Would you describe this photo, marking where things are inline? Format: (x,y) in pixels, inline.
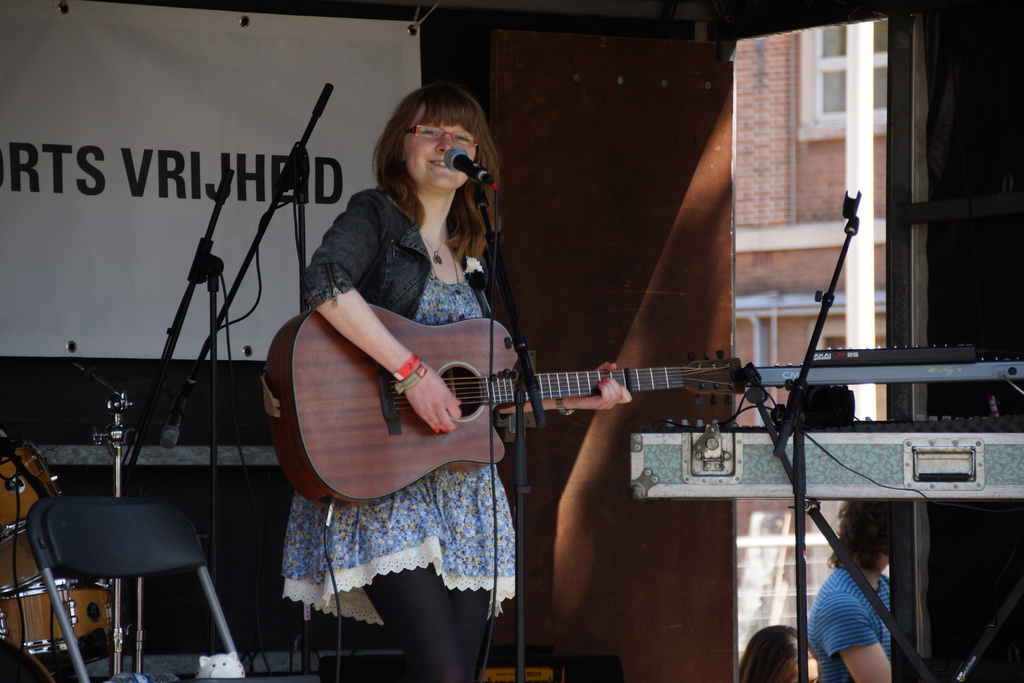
This is the picture of a lady (399,359) who is holding a guitar (555,389) and playing it in front of the mic (520,389) and beside her there is a musical instrument (775,385) and a chair (123,504) and a mic (198,262).
